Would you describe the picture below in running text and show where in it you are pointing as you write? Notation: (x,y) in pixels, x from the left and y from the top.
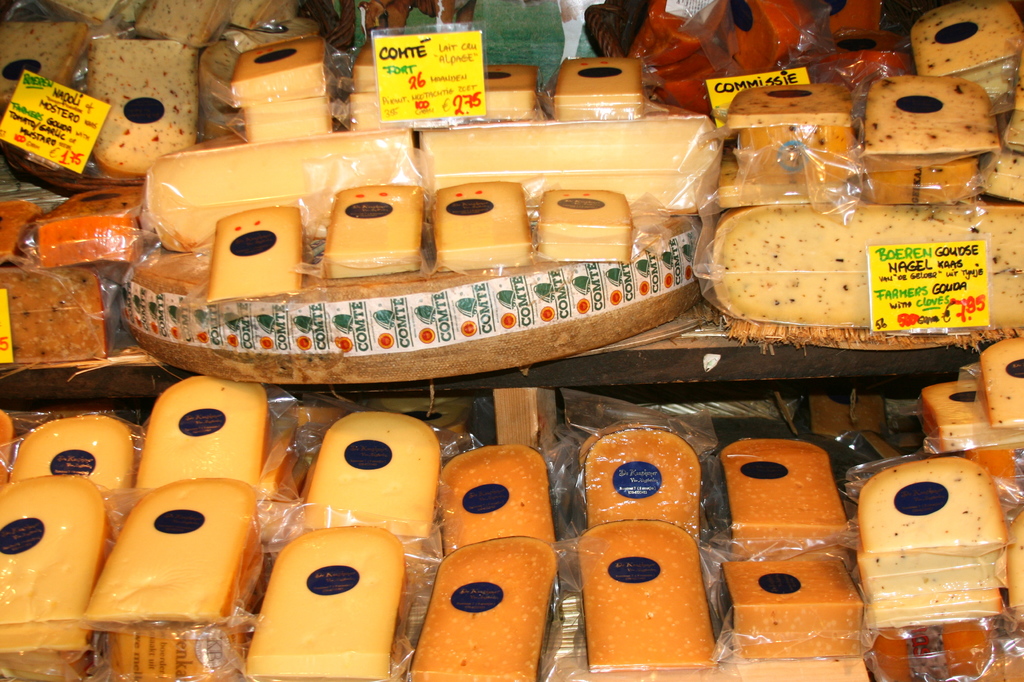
In this image I can see few food items (271,165), they are in brown color and I can also see few boards (957,298) in yellow color and something written on it.
